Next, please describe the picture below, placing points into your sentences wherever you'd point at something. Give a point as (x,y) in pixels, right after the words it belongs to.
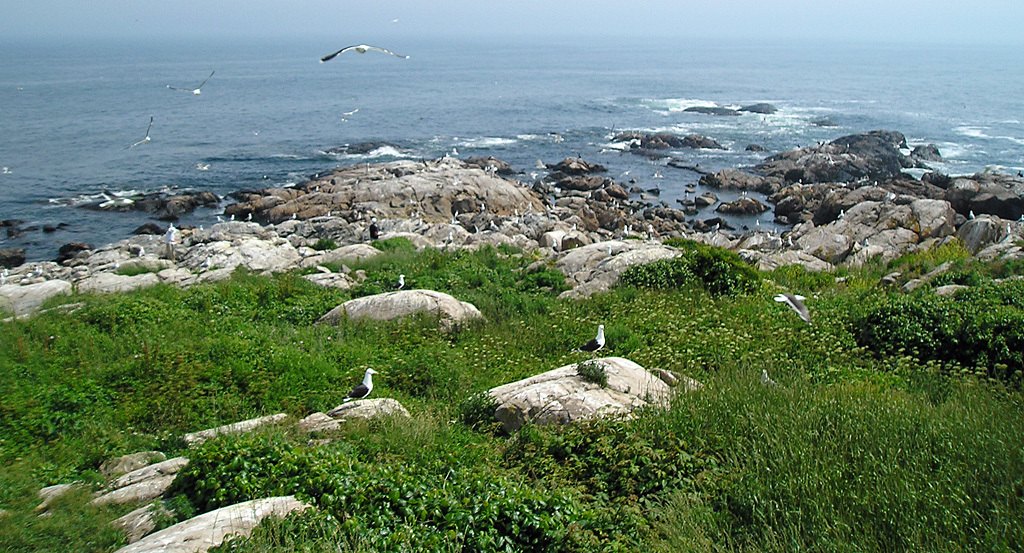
This image is taken outdoors. At the bottom of the image (547,498) there is a ground (567,517) with grass (184,512) and rocks (141,524) on it. At the top of the image (289,83) there is a sea (689,123). In the middle of the image (595,353) a few birds (354,47) are flying in the air (342,119) and there are many birds (348,399) on the rocks (223,235).
